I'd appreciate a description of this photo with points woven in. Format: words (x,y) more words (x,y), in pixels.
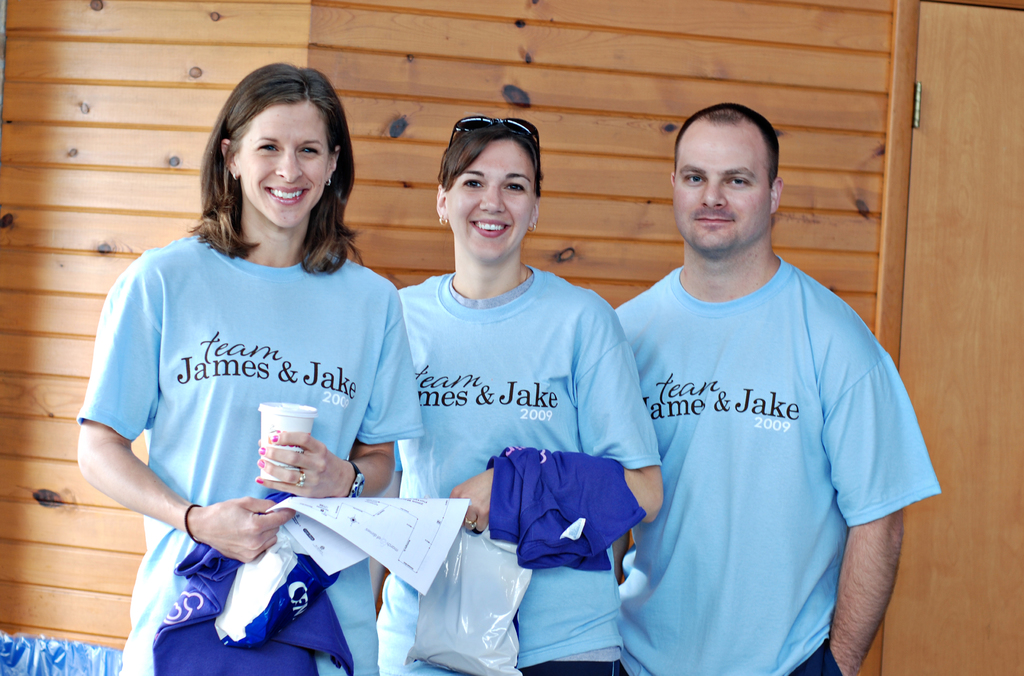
In this picture there are people (97,418) in the center of the image (459,410), by holding clothes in their hands (333,465) and there is a wooden door (918,623) on the right side of the image (949,485).
